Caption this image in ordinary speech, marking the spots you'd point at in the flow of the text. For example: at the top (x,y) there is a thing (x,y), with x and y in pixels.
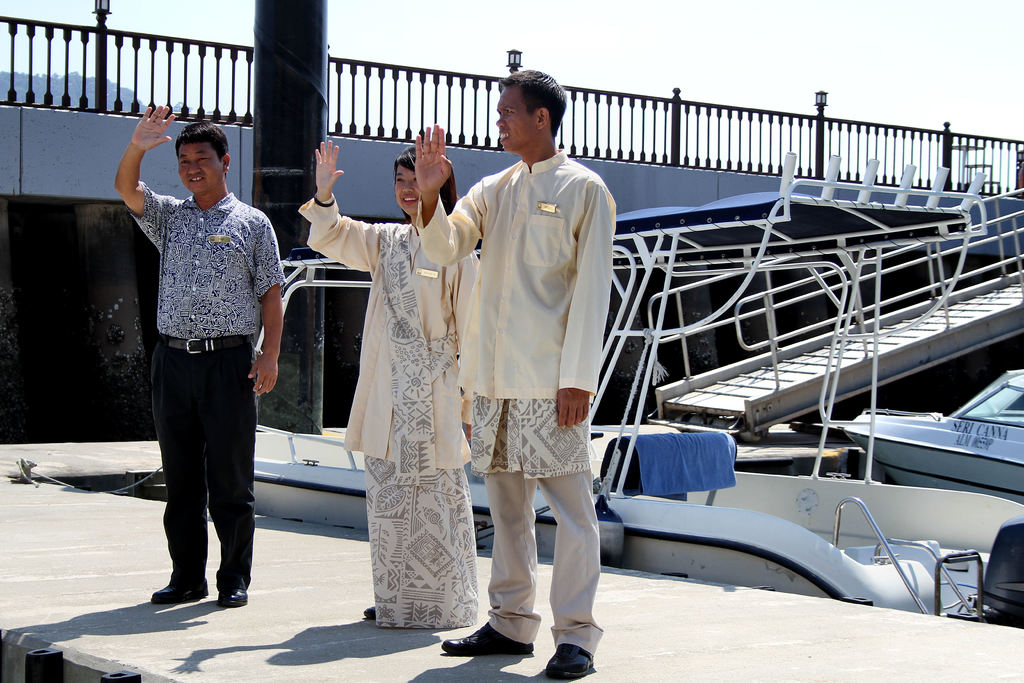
In this picture I can see there are three people (536,358) standing and the people (439,360) on to right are wearing same color dress (421,383) and there is a pole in the backdrop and there are few boats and there is a railing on to left (333,47) and the sky (463,24) is clear.
